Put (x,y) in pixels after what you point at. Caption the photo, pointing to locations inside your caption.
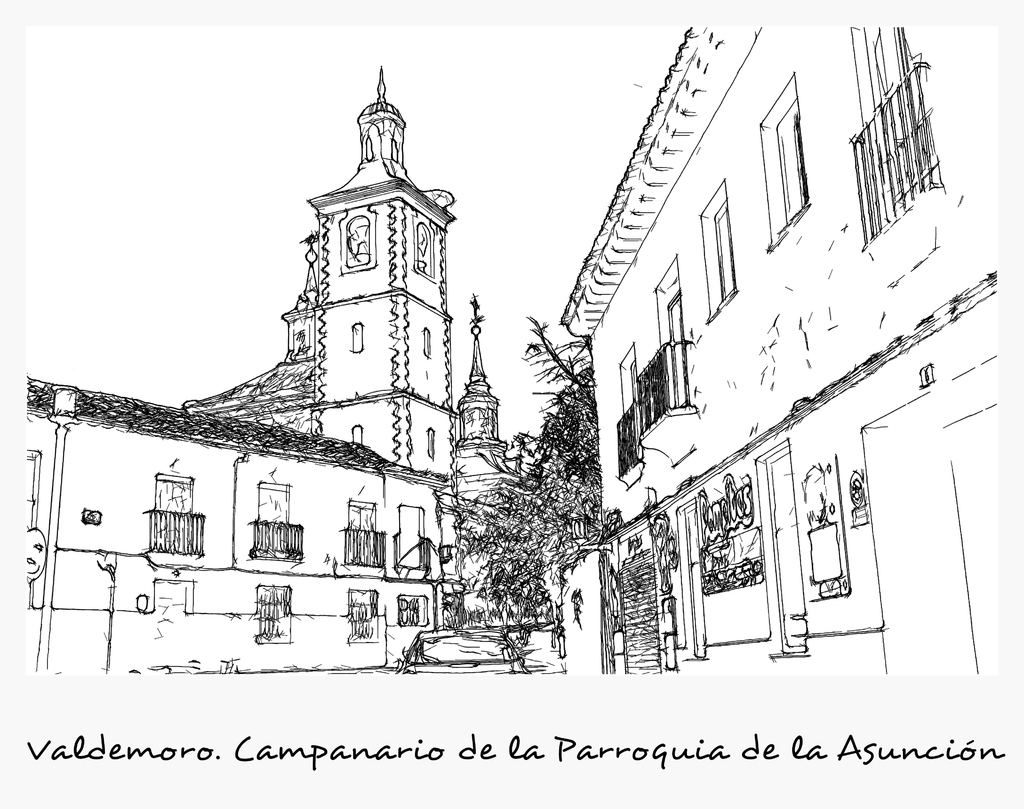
In this picture we can see the drawings (345,464) of buildings (850,436) and trees (511,499). On the image, it is written something.
